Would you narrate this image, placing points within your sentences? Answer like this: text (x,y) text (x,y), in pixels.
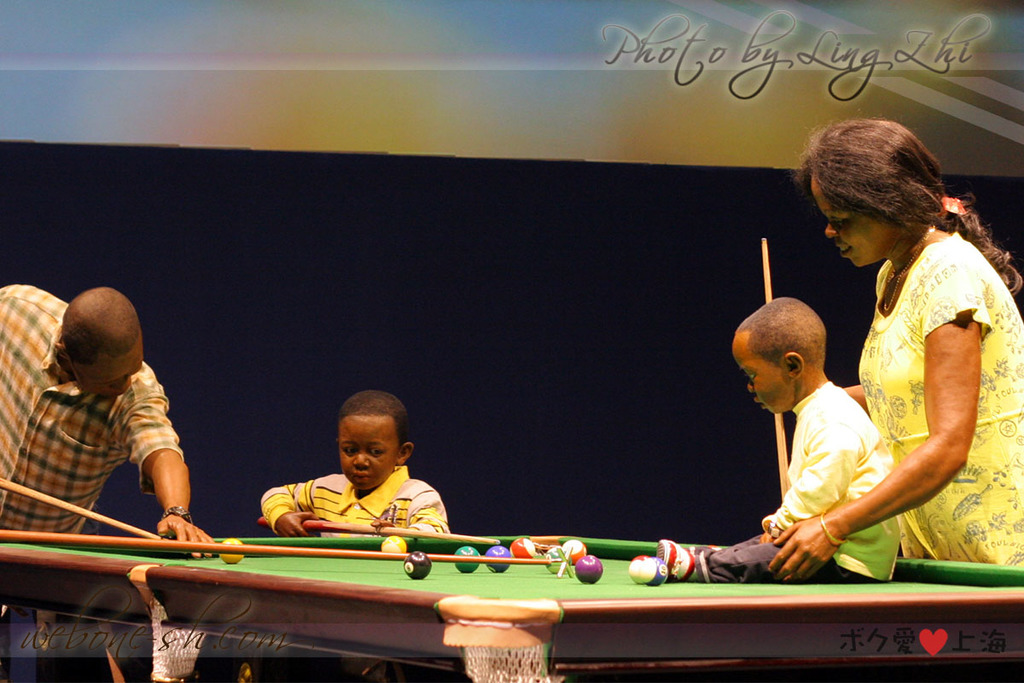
In this image, we can see people (14,407) playing pool at billiard table (545,599). There is a kid (894,536) in the bottom right of the image (832,479) sitting on billiard table (706,632). There is a text (790,46) in the top right of the image (862,52).
